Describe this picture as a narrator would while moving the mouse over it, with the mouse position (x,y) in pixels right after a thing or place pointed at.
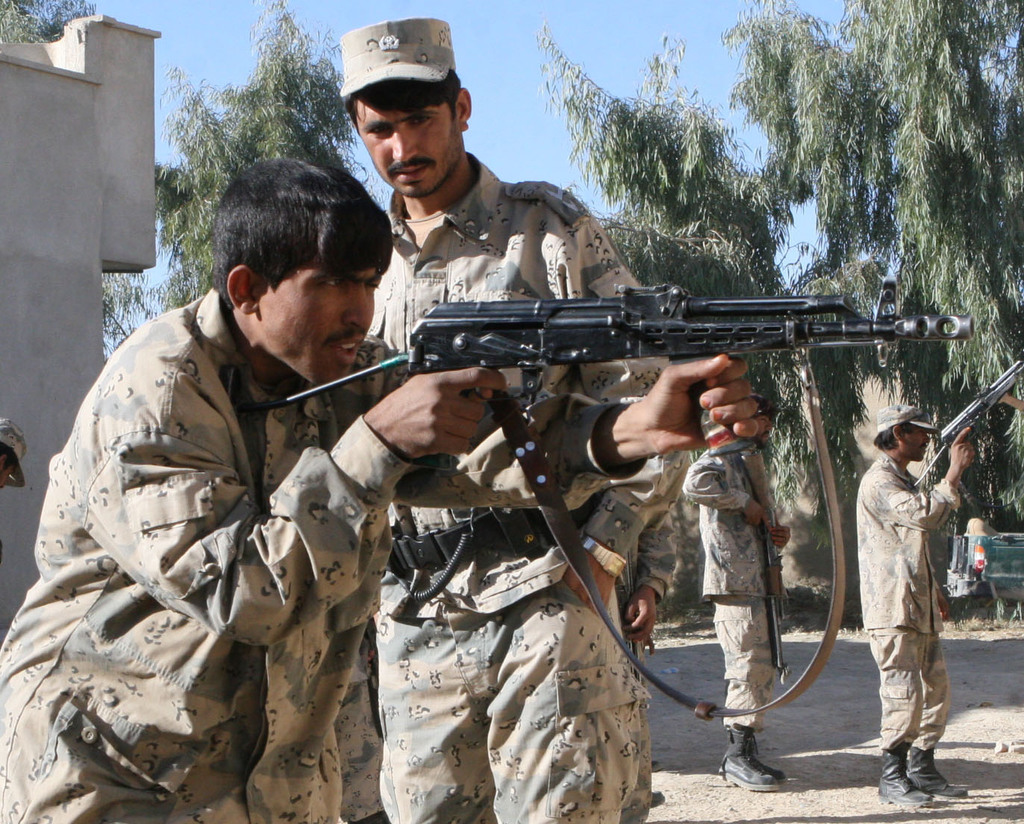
In this image we can see few people (723,608), some of them are holding guns (503,326) and there are few trees (809,292), a wall (99,210) and the sky (498,153) in the background (126,160).
